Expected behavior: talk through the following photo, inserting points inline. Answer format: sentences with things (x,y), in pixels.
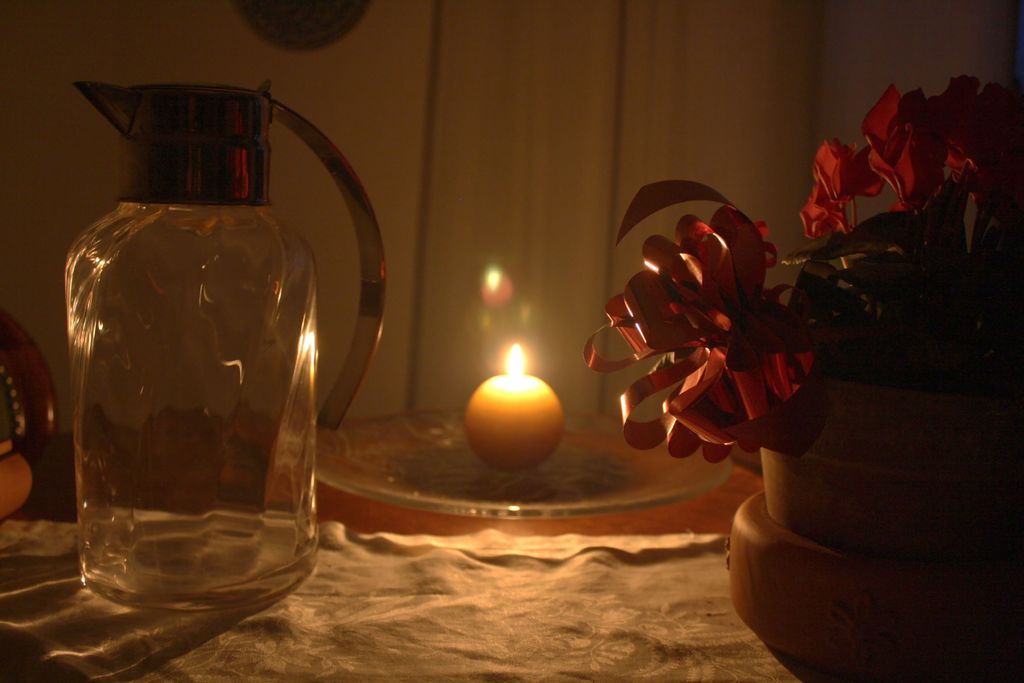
On the left side (149,350), there is a bottle (165,383). On the right side (932,465), there is a flower vase (886,593) on a table (527,632) which is covered with a cloth (446,559). In the background (533,348), there is a candle light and there is an object (359,9) on the wall (454,112).
